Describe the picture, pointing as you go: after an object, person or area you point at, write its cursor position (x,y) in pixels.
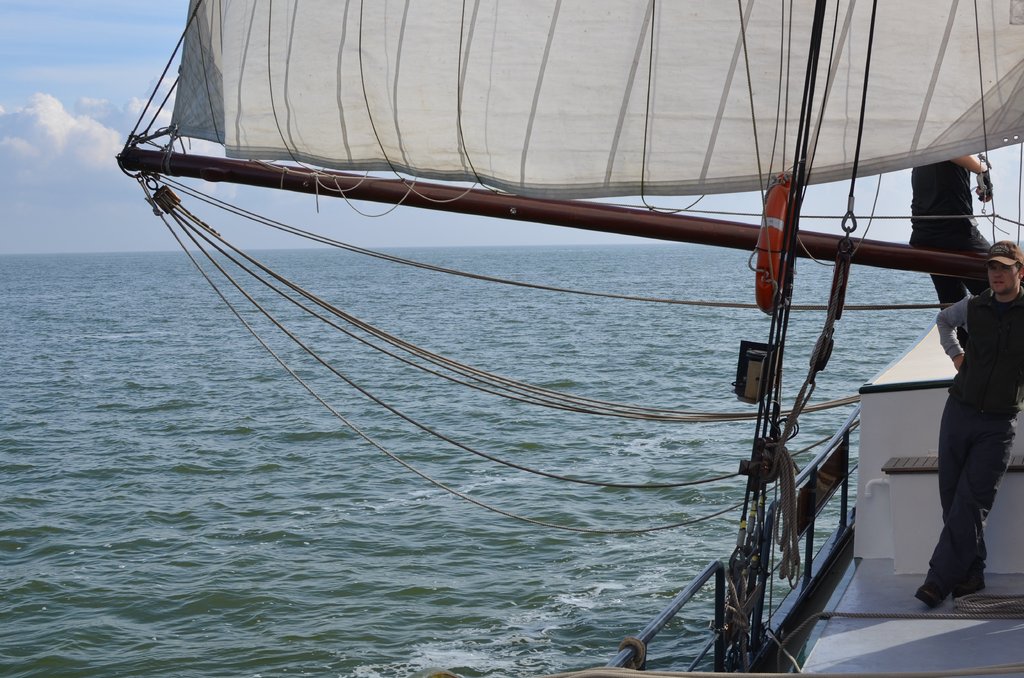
In this image on the right side (941,203) we can see two persons (948,334) are standing on the boat (899,588) on the water (548,597) and we can see ropes (452,439), swimming ring (769,268) and cloth (562,116). In the background (264,454) we can see water (242,666) and clouds (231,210) in the sky (172,64).
